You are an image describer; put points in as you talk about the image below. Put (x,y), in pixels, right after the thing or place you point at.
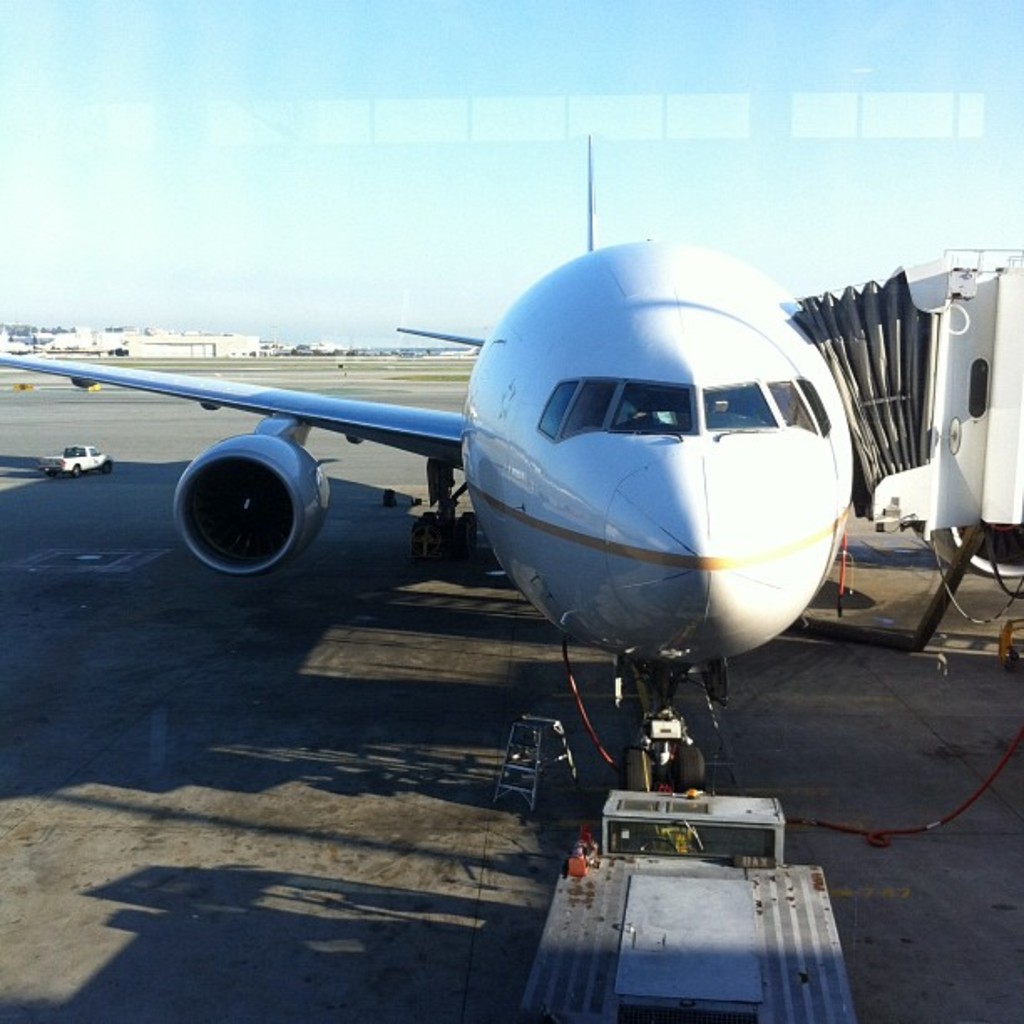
In this picture we can see an airplane (586,617), vehicle (694,844), stand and objects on the surface (236,636). In the background of the image (100,193) we can see buildings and sky (190,281).
